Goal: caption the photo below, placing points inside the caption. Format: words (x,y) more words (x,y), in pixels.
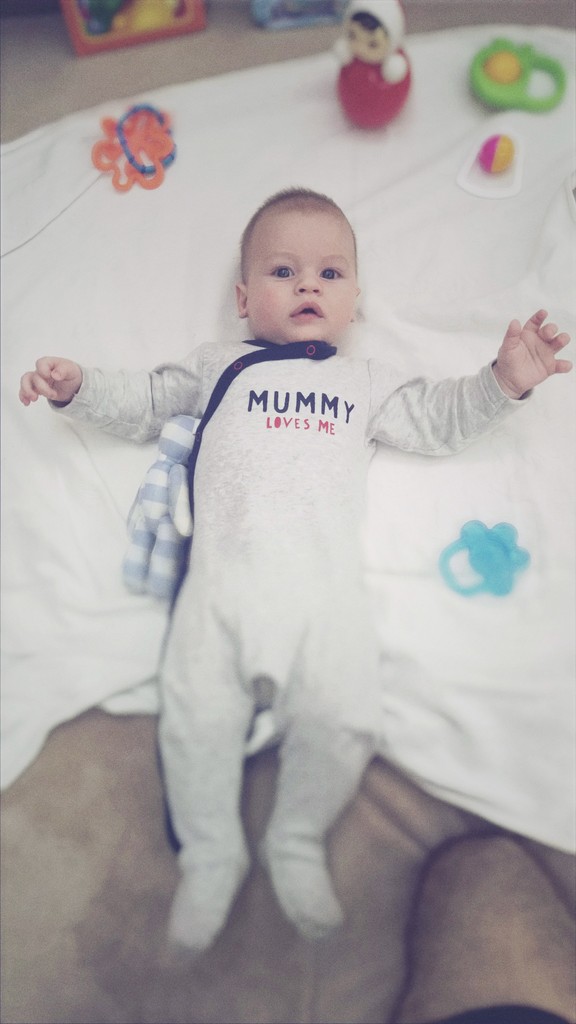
In this picture we can see a child (270,524) lying here, at the bottom (492,740) there is cloth (465,648), at the right bottom (474,889) we can see a person's leg (486,943), there are some toys (491,76) here.
